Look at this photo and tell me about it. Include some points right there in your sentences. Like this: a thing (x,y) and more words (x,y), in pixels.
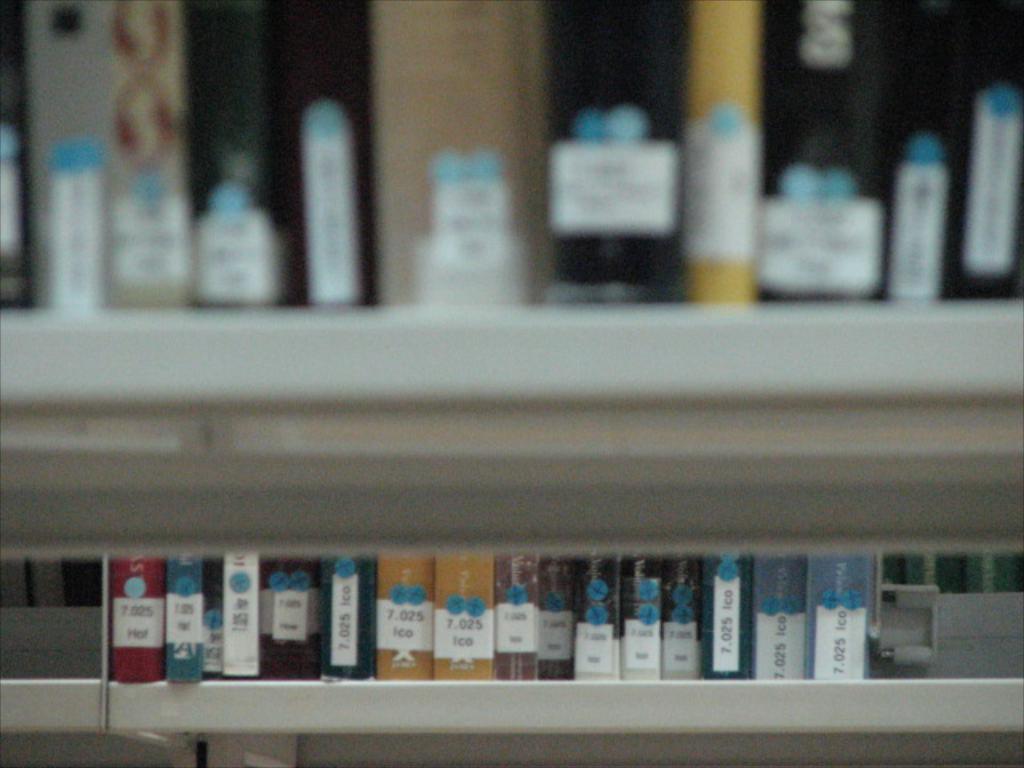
In this picture I can see many files (489,627) and books (861,572) which are kept on this racks (469,550).
